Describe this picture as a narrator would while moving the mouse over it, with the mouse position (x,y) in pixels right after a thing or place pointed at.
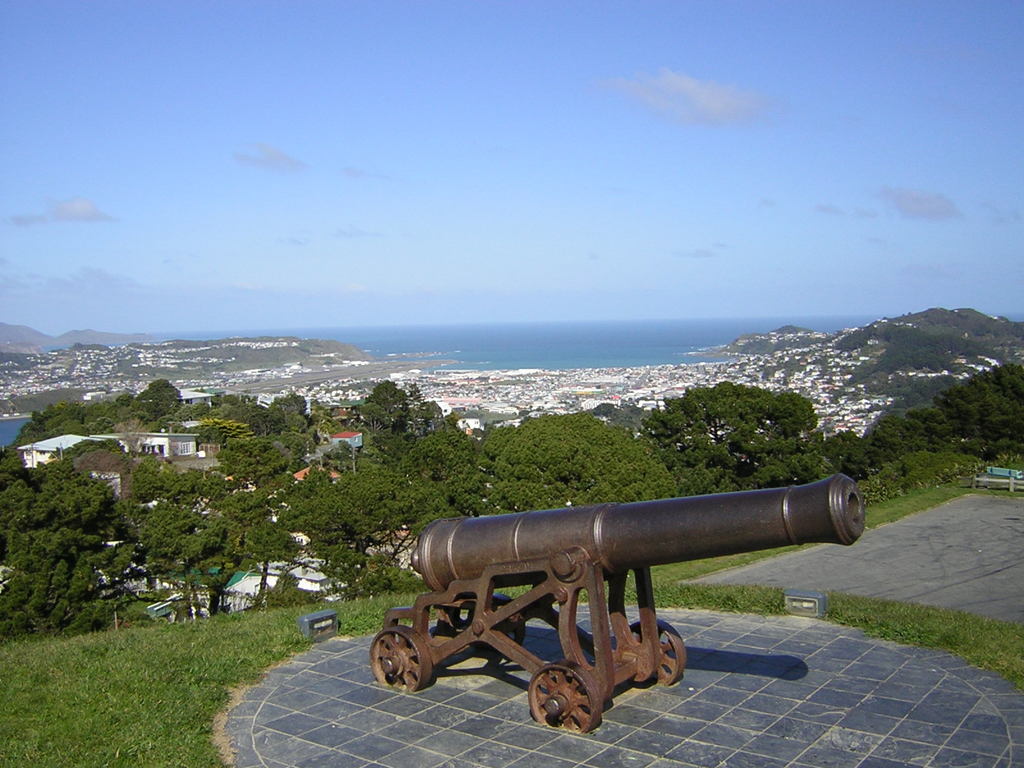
In this image I see a cannon (551,512) over here and I see the path (441,767) and the green grass (60,736). In the background (906,353) I see number of trees (411,474), buildings (174,450), water (395,351) and the sky (350,100) and I see a hill (909,335) over here.
